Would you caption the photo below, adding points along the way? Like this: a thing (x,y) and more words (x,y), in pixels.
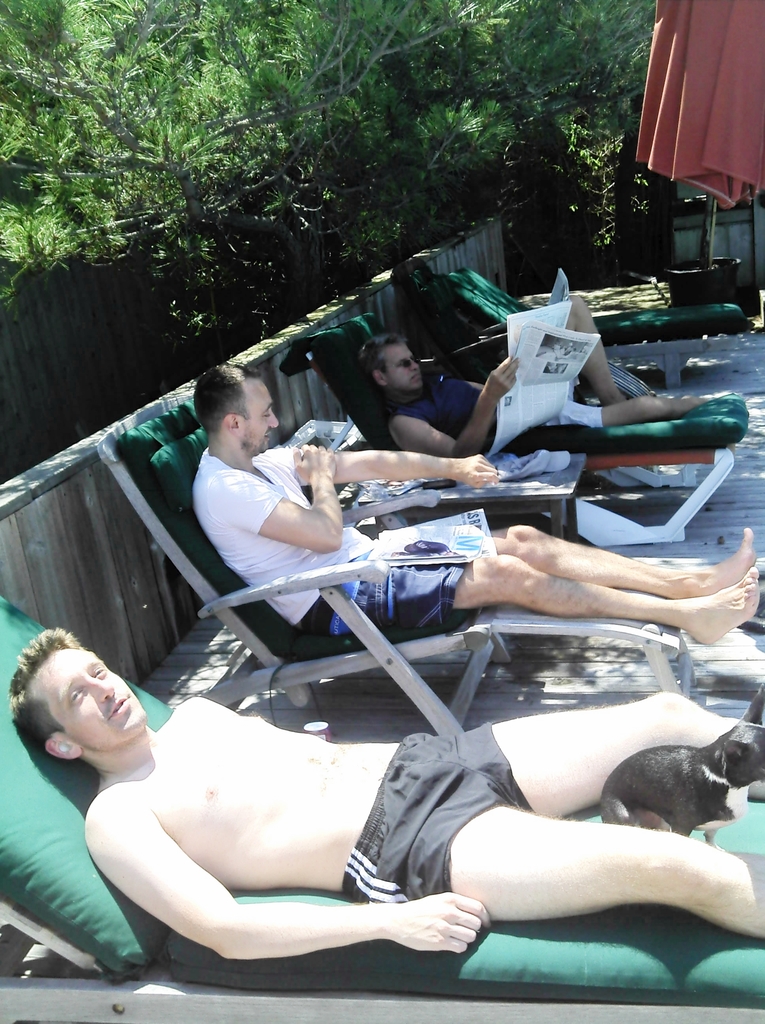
This image consists of three persons (437,914) sitting in the beach chairs (385,964). To the left (65,539), there is a railing (65,563) made up of wood (134,628). In the background (256,150), there are trees (390,76). To the right top (720,118), there is an umbrella (745,132) in red color. In the front (603,912), there is a dog (714,799) sitting on the chair (590,808). At the bottom (309,699), there is a floor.
